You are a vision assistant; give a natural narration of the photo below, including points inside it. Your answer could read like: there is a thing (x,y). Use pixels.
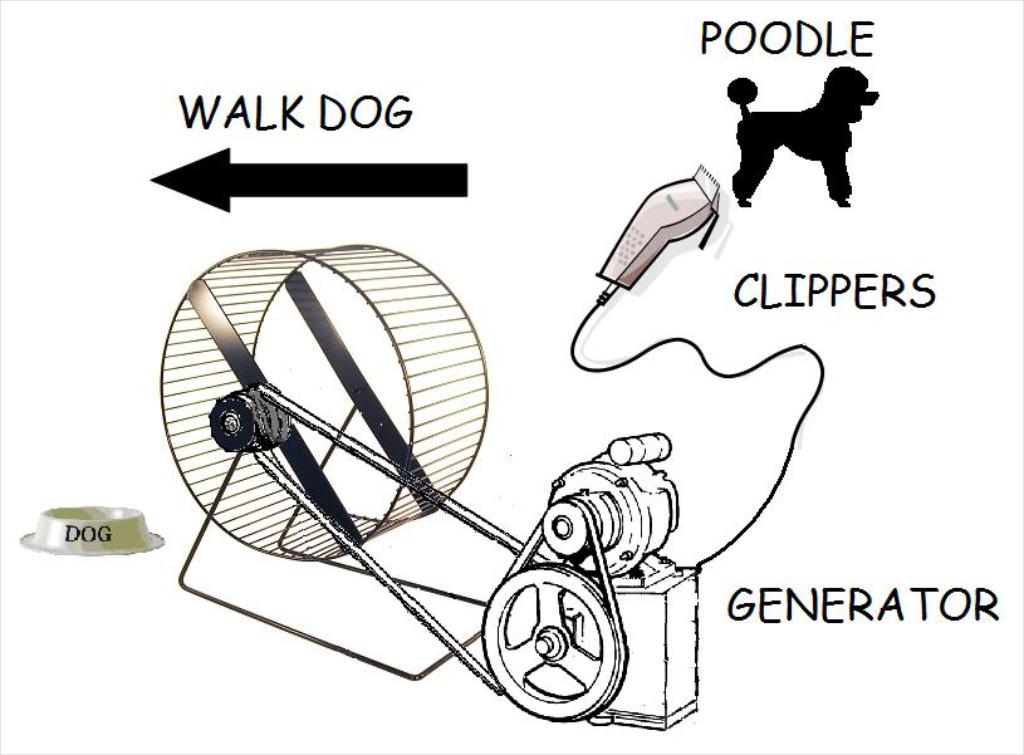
In the image we can see a generator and clipper (697,188) and poodle drawing (840,181).
